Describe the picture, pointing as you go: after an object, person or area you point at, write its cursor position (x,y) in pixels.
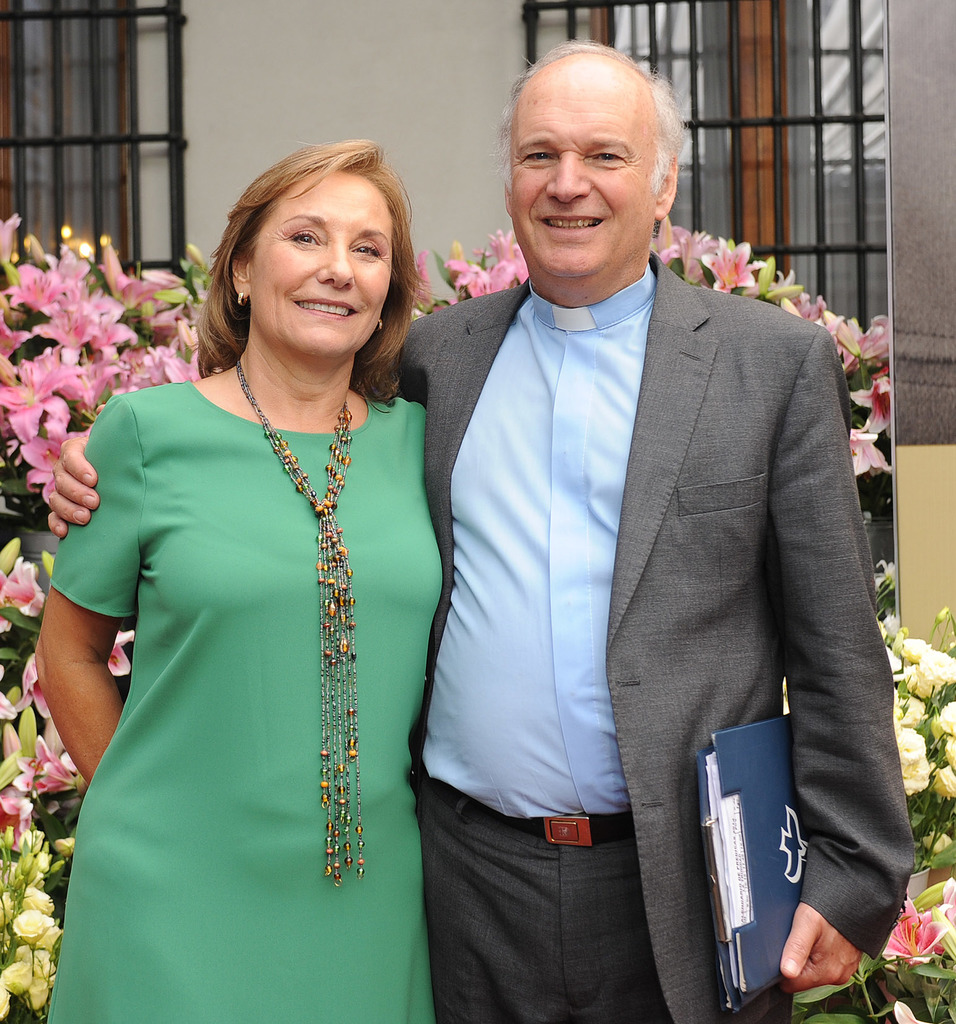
In this picture we can see a man (602,1010) wore a blazer (774,537) and holding a writing pad (708,750) with his hand (802,919) and beside him a woman (259,235) and they are smiling and in the background (24,728) we can see flowers (686,275), windows (12,161), rods (860,90).
